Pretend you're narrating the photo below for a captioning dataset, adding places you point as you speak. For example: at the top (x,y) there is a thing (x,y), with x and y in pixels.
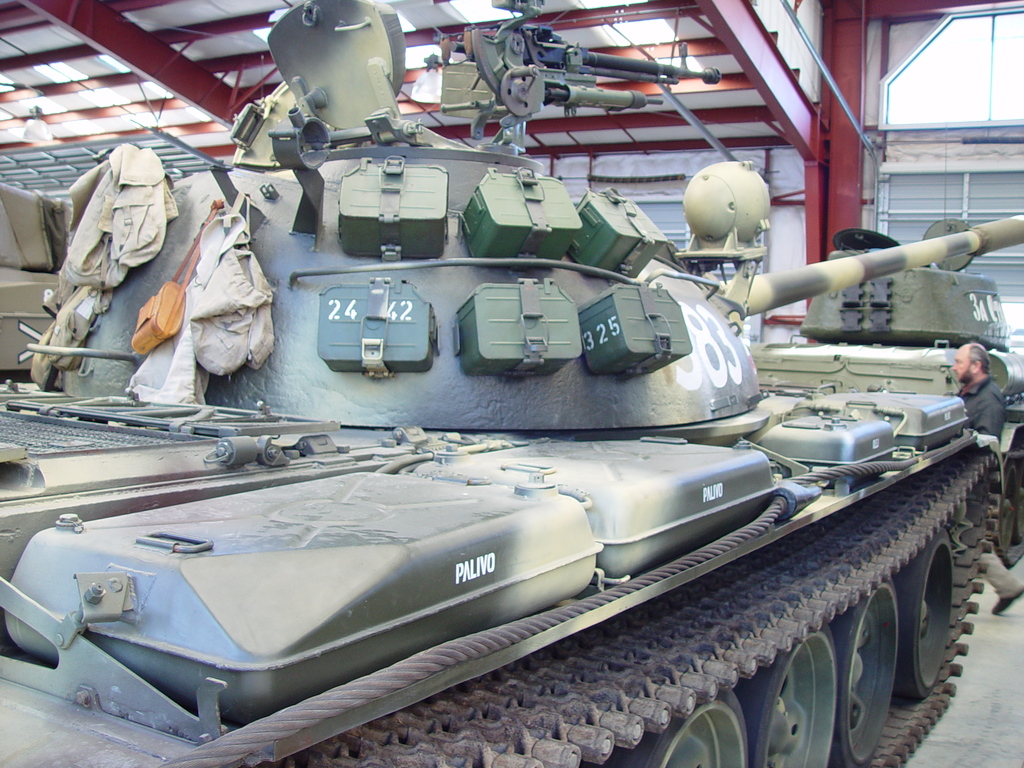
In this image I can see a battle tank (616,493) is in green color. On the right side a man (993,586) is walking, at the top (82,55) it is the iron roof (718,113).
